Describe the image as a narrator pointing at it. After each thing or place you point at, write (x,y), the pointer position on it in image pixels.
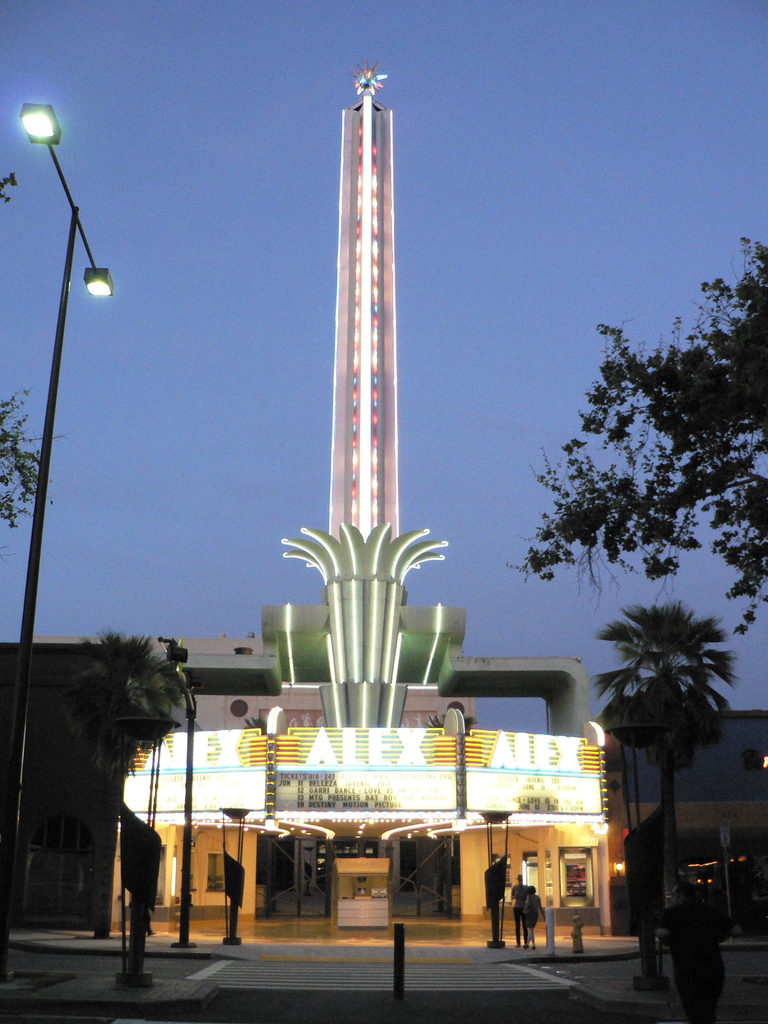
In the image I can see a building like place (347,649) to which there are some lights (331,732) and around there are some poles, trees (673,513) and people (668,925).
